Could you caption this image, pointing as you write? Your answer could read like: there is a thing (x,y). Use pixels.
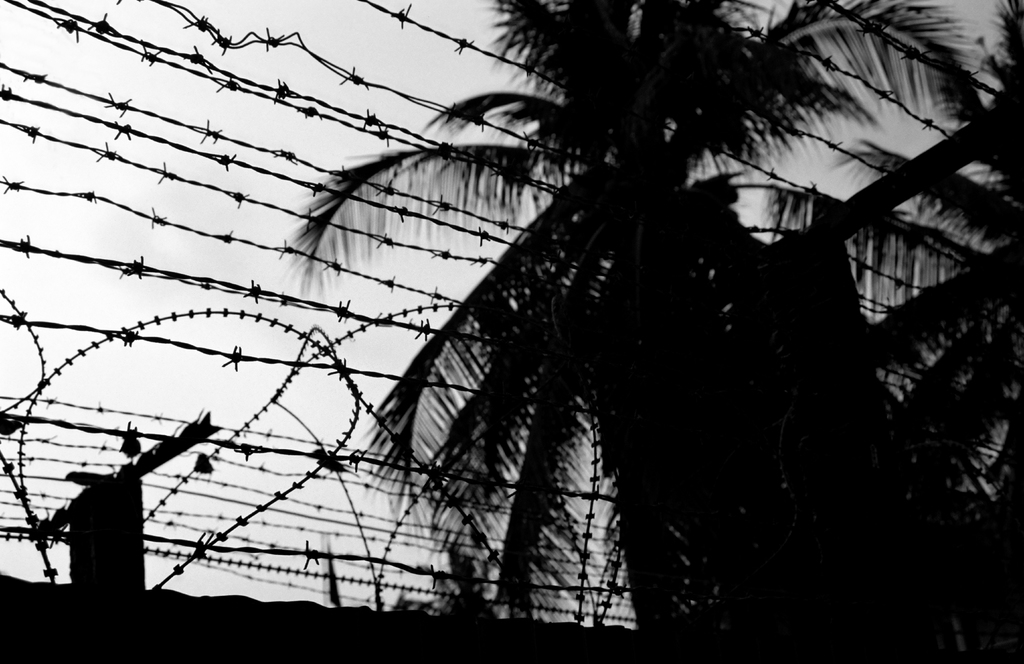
In the picture we can see a wall (148,611) with a fence wire (728,592) and electric mesh (70,359) and behind it, we can see a coconut tree (724,356) and behind it we can see a sky (257,350).
